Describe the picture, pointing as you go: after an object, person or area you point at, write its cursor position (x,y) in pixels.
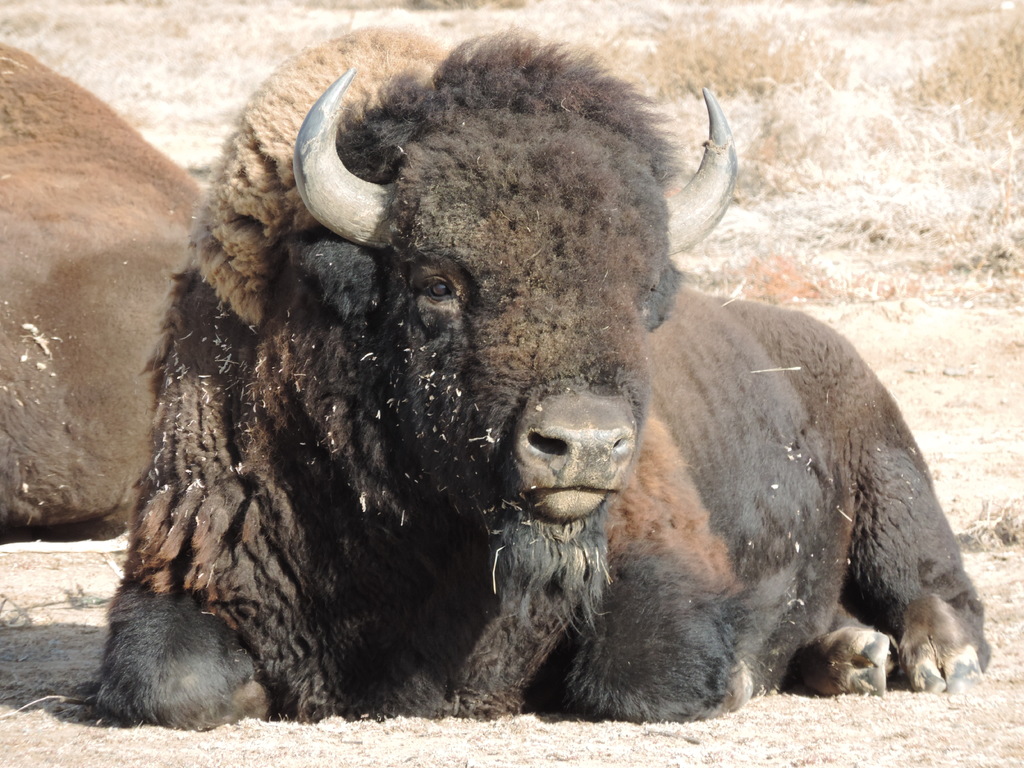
In this picture we can see two bulls (119,376) sitting on the ground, in the background (889,215) we can see some grass (842,58).
